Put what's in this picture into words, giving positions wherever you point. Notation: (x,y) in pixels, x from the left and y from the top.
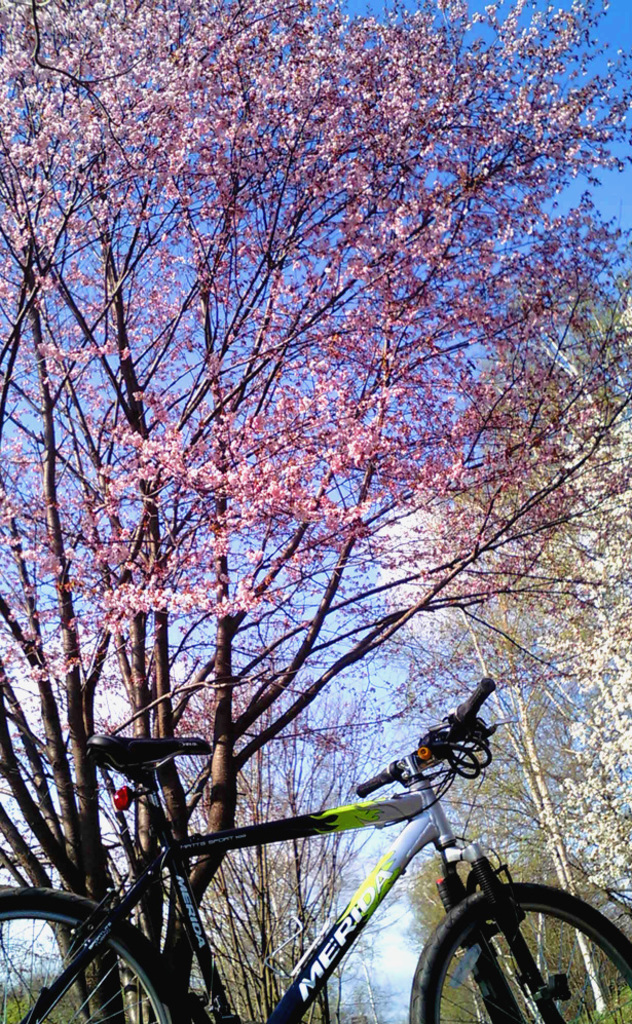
In this picture I can see the bicycle (259,830). I can see trees (324,681). I can see the sky (324,656).
